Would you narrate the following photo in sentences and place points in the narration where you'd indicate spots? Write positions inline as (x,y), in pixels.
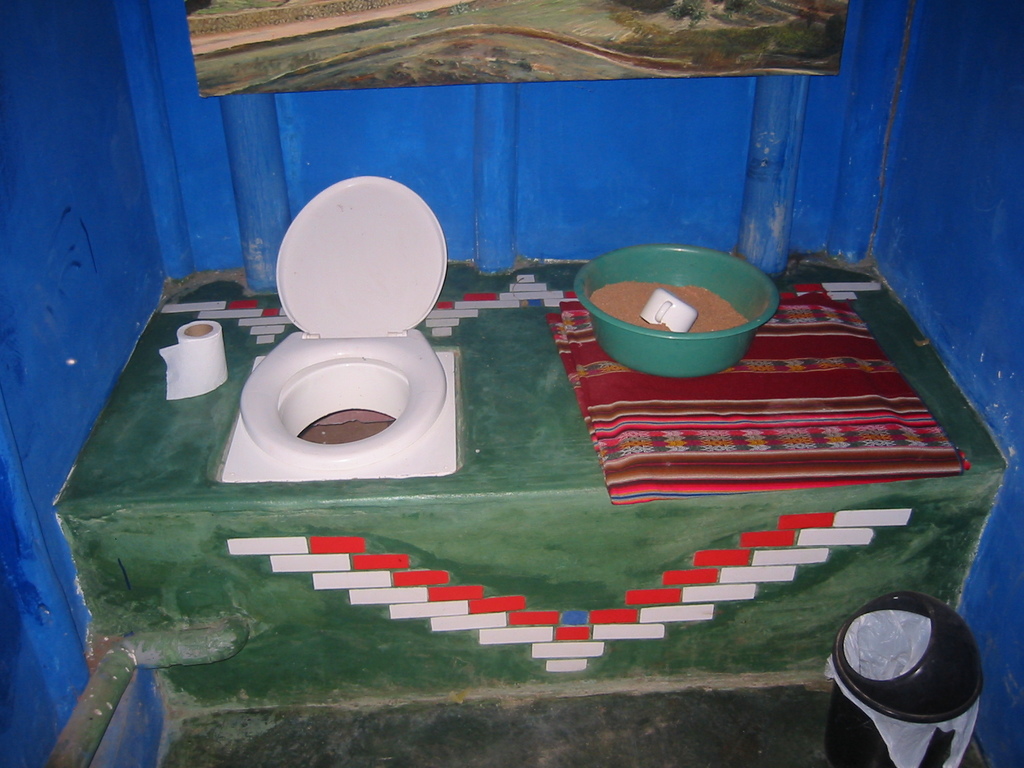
In this image there is a dustbin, a cup (657,304) and sand (642,303) in the tub (706,355), toilet seat (308,319), paper roll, frame (807,25) attached to the wall (487,101).
